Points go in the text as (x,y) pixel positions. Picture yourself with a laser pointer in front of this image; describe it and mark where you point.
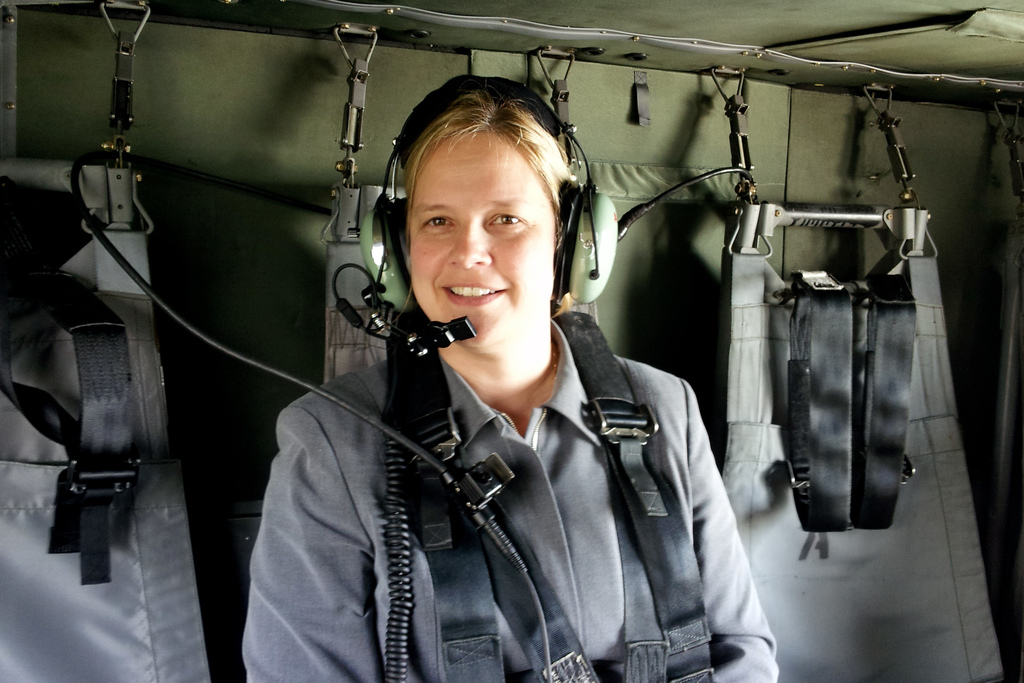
In this image in the center (615,356) there is one woman (471,394) and she is wearing a headset (382,234) and smiling, and in the background (926,479) there are some seats (926,372) and it looks like a cloth (278,105) and some wires (159,300).
